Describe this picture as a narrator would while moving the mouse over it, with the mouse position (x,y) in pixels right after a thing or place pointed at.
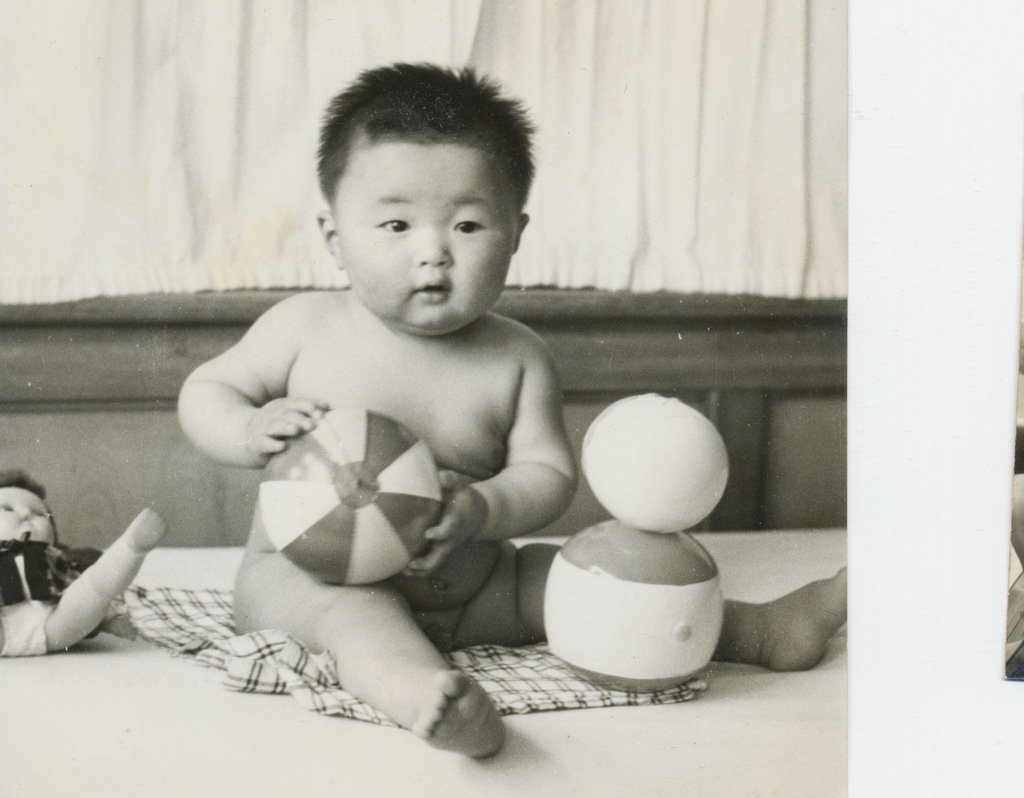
In the center of the image (483,411) there is a boy (520,628) on the bed (159,690). There is a toy (13,484). In the background of the image (756,138) there is a white color curtain (722,79).
